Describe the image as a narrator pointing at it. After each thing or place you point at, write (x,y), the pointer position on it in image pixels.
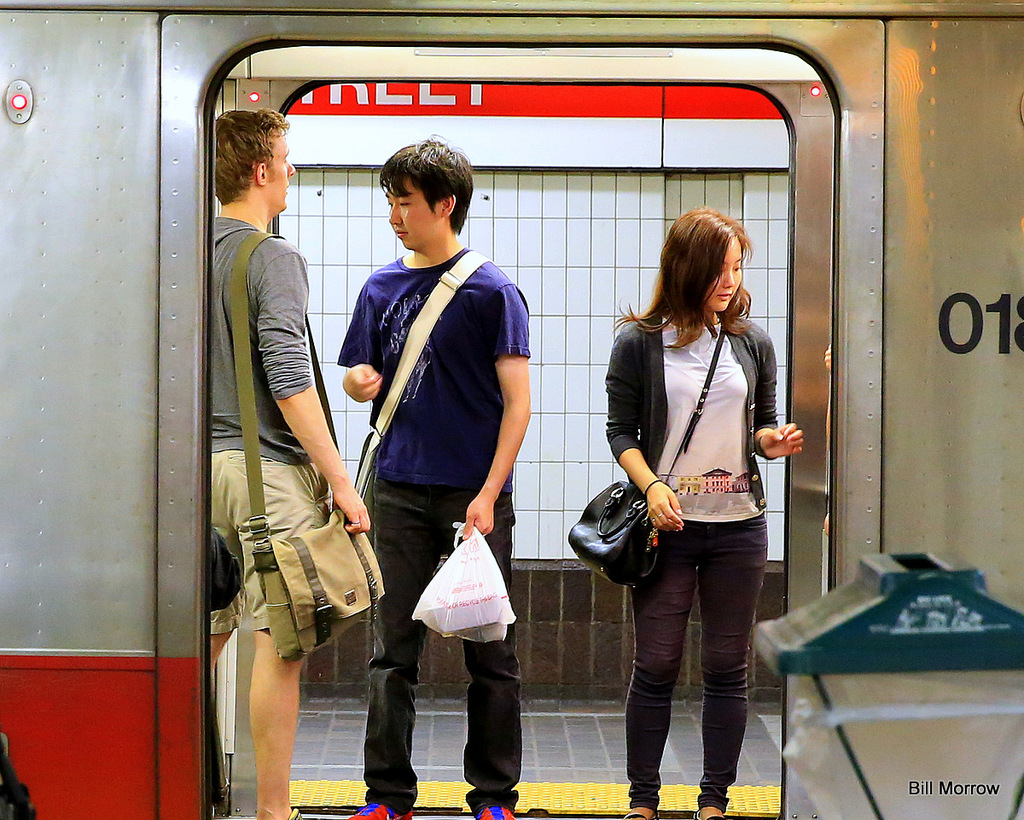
In this image, In the middle (666,332) there are some people (767,399) standing and holding somethings (322,575) in their hands (675,523), In the background (388,243) there is a wall (596,204) in white color.
